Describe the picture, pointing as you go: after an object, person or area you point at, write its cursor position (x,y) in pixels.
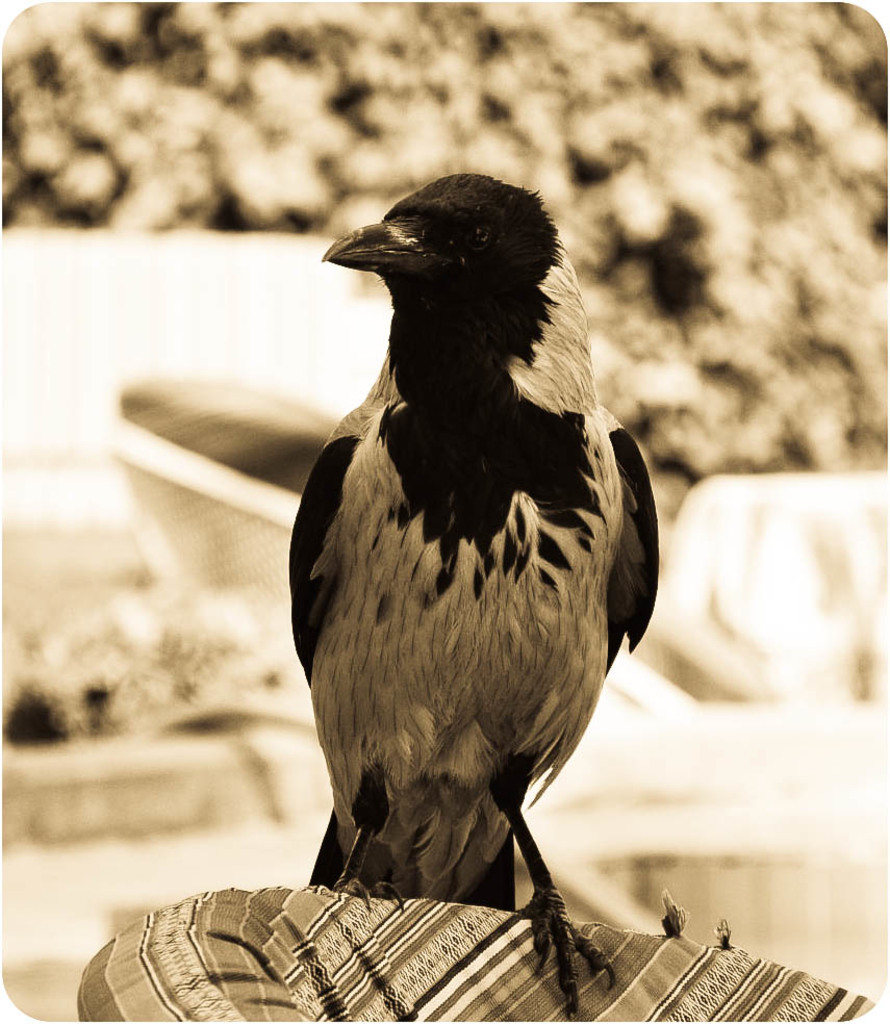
I see that this image is of brown and white in color and I see that there is a bird (326,594) over here which is of black and brown in color and it is on a cloth (484,972) and I see that it is blurred in the background (636,257).
